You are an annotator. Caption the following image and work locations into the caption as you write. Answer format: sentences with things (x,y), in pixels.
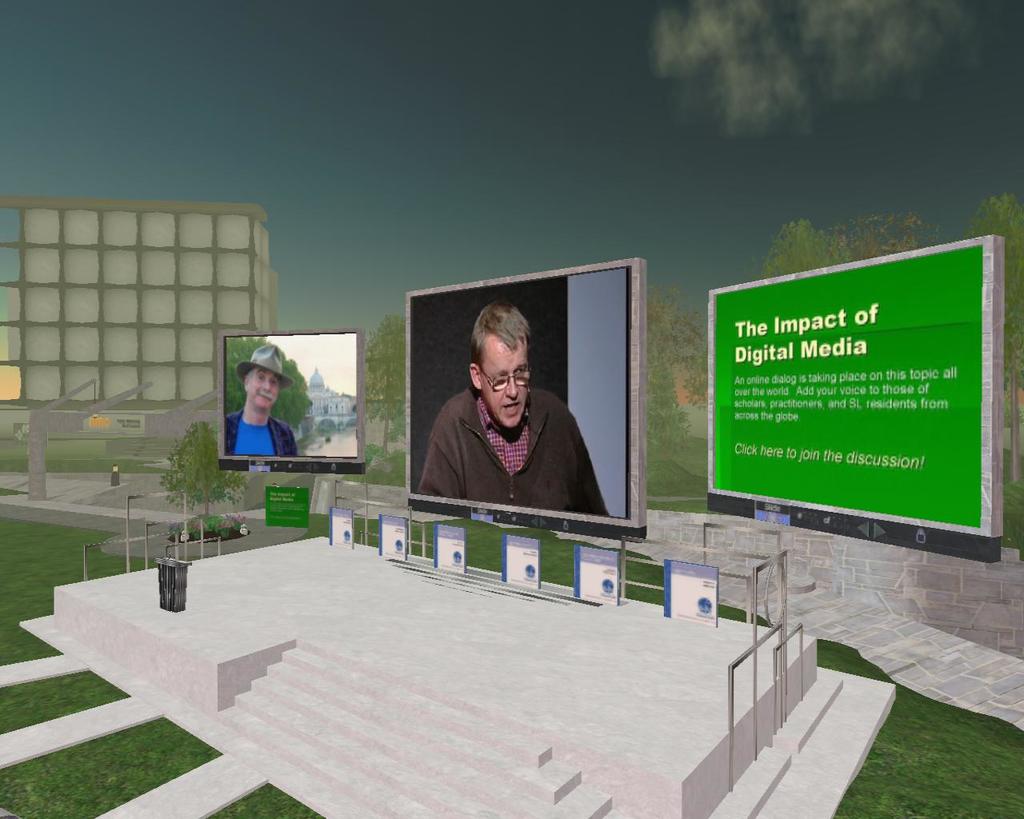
This is an edited image. In the background (884,500) there are three screens (289,388). There are two photographs (337,390) of two persons (540,400). On this screen (805,391) there are some texts (811,379). This is the stage (299,595). In the background (195,471) there are trees (192,493). The sky (727,97) is cloudy.
